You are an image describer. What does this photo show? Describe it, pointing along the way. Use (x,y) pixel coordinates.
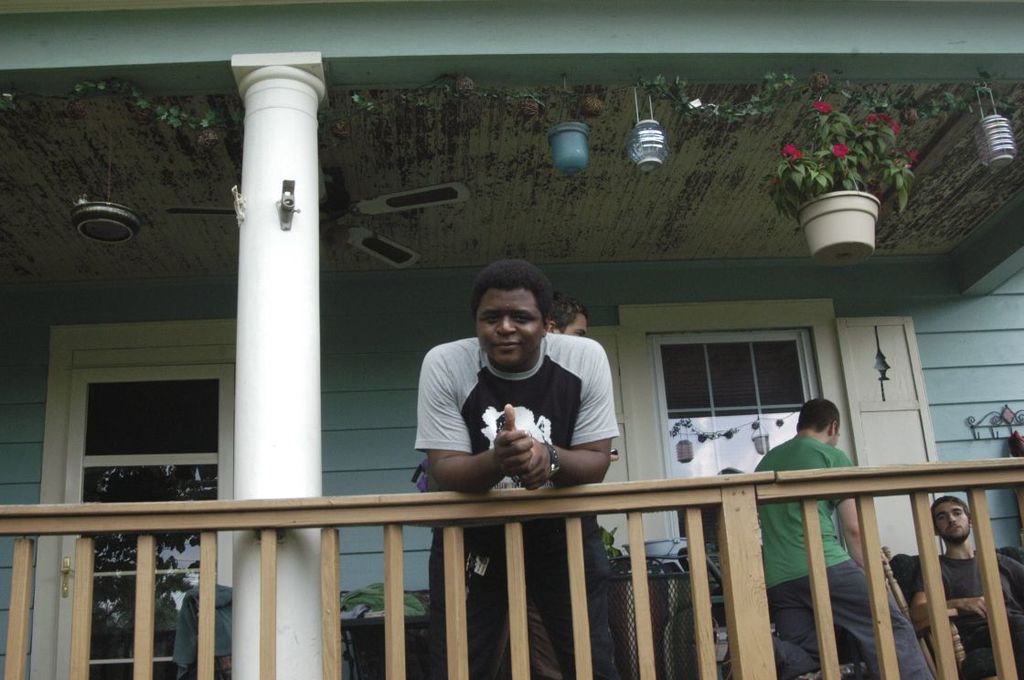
In the center of the image (510,378) we can see a man (506,308) standing. At the bottom (527,500) there is a fence (28,518). In the background (205,399) there are doors (214,390) and we can see people (850,523). At the top (852,182) there are house plants (828,172) and we can see a fan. There is a pillar (282,278). We can see a window (735,386).
